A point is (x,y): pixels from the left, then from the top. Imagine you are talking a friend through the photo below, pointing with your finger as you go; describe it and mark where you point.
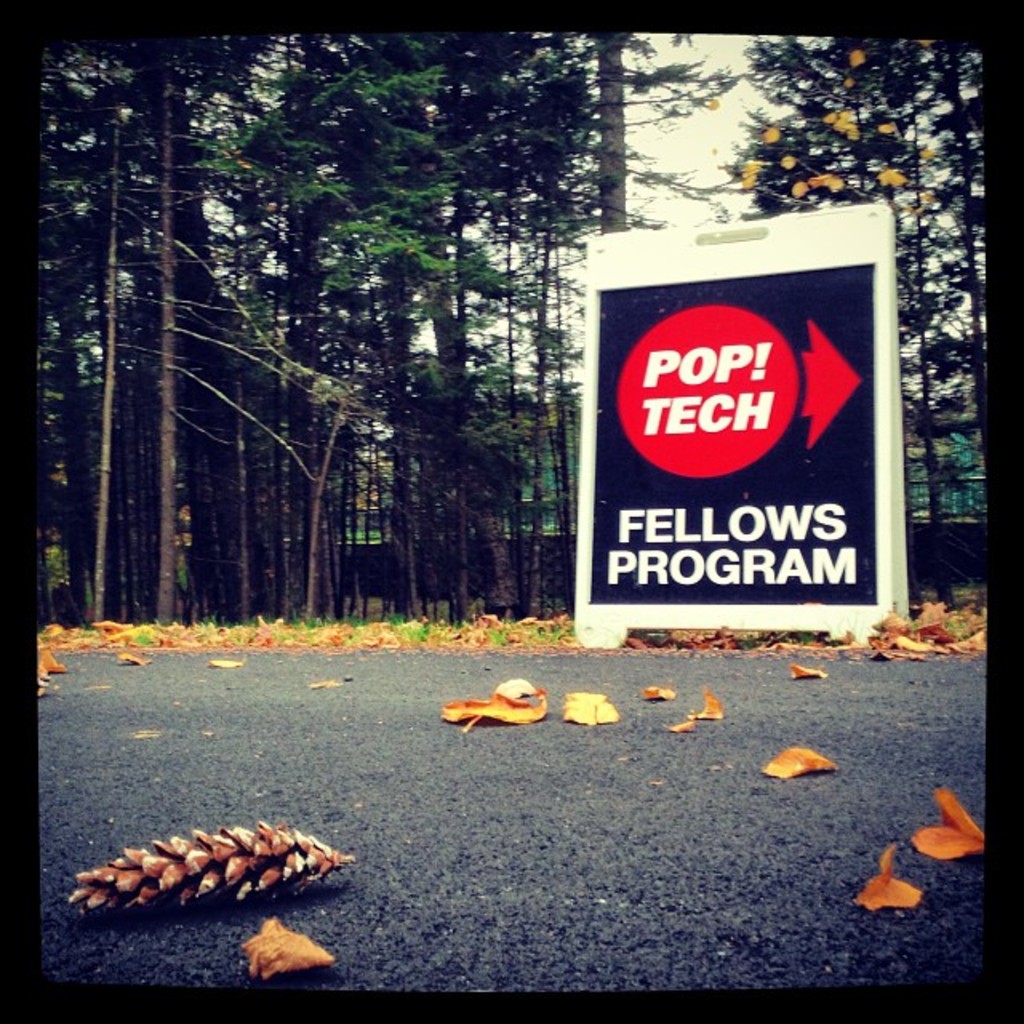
In the picture I can see a board (611,615) which has something written on it and leaves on the road (438,753). In the background (385,351) I can see trees (534,202) and the sky (672,196).
